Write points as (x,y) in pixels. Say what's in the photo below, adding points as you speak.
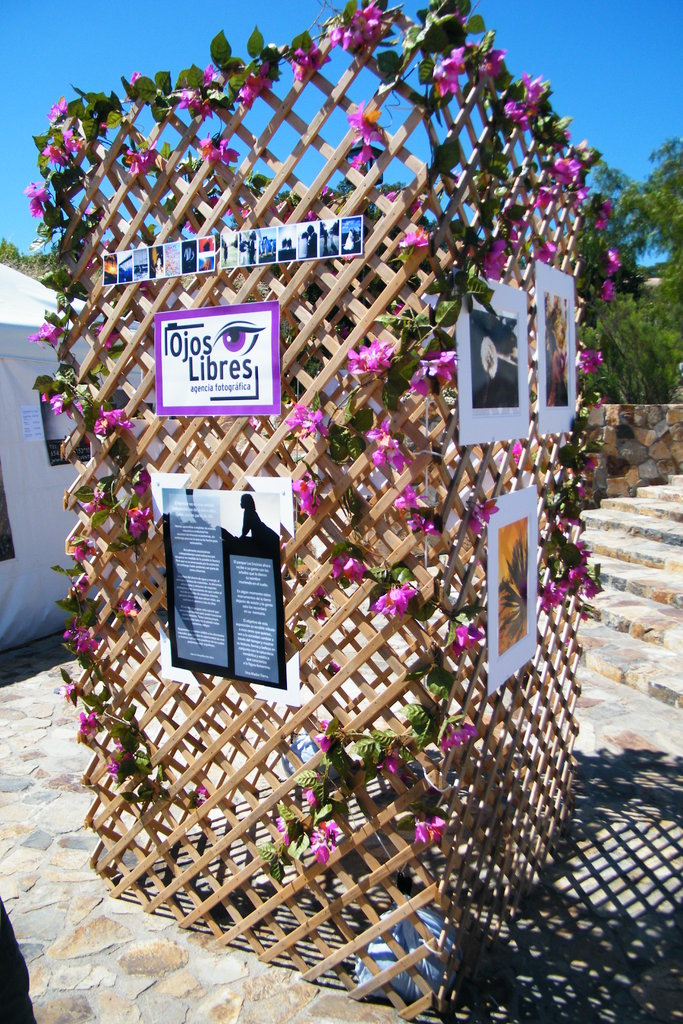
In this picture it looks like a wooden frame (134,654) decorated with flowers (300,500) and images (262,386), I can see few trees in the background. On the right side (614,532) there is the staircase (602,528), at the top (202,40) there is the sky (177,58). On the left side (101,474) it may be the tent (63,481).
